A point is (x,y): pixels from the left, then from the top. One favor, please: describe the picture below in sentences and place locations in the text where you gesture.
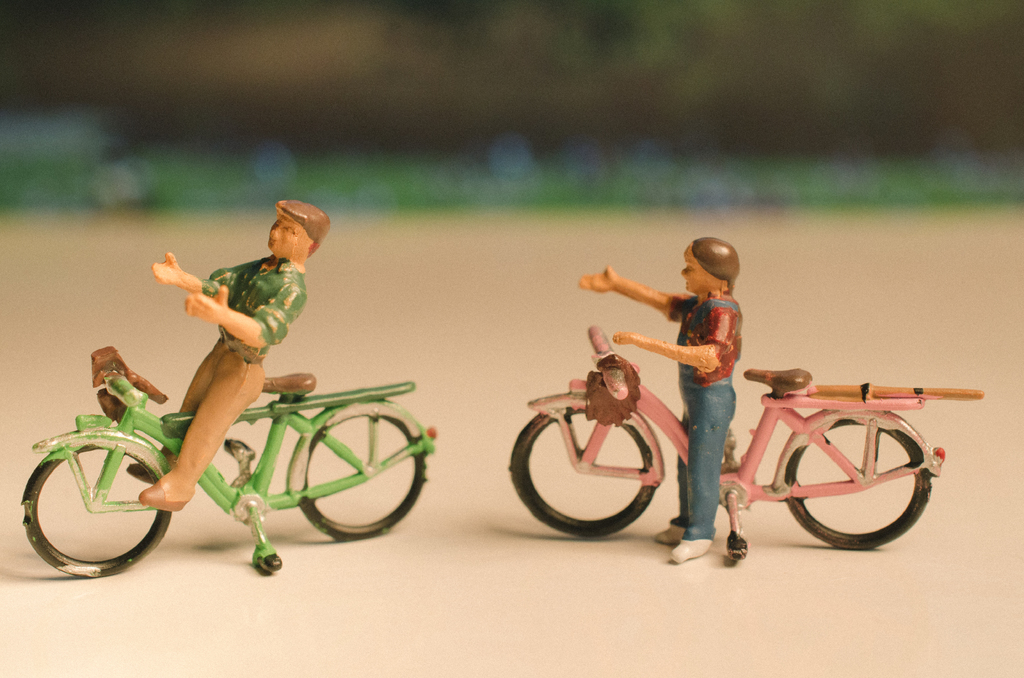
This picture shows a two toys (632,402) of a man (681,466) and a bicycle (607,429) placed on the table (474,561).
